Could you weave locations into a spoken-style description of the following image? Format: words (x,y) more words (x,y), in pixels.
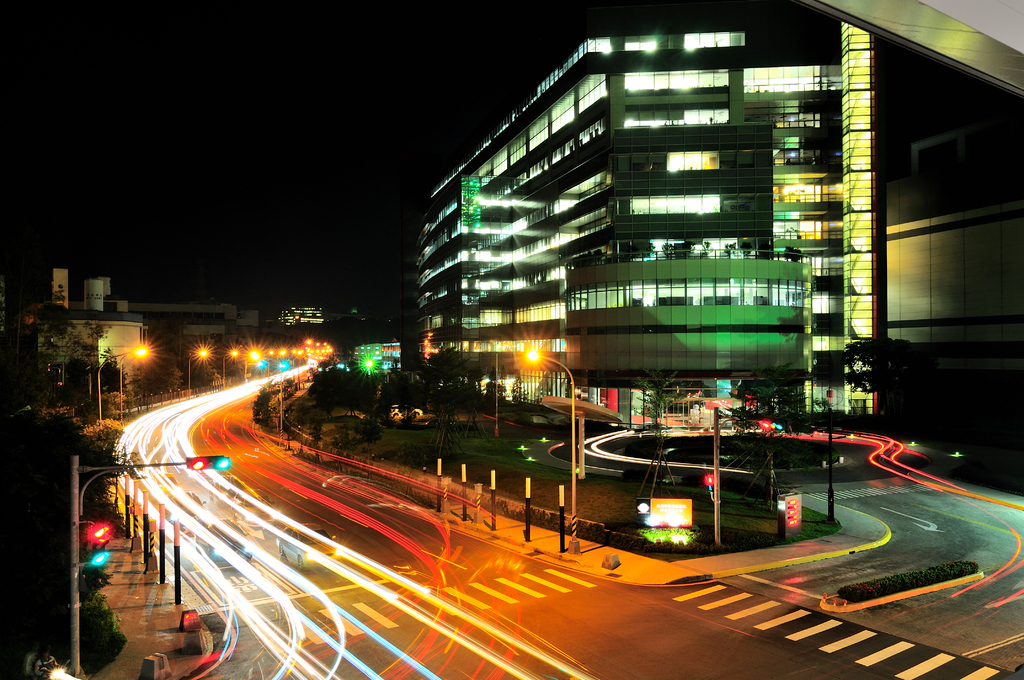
In this image, on the right side (792,19), we can see a glass building (877,263), trees (759,436). In the middle of the image (530,348), we can see a street light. On the left side (53,518), we can see a traffic signal (123,465), trees (69,468). In the middle of the image (363,370), we can see a road (341,634) and lights (270,509). In the background (47,334), we can see some lights (303,348), building (113,335), trees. At the top (258,151), we can see black color, at the bottom (543,606), we can see a road (681,602) with few lights (263,550).
